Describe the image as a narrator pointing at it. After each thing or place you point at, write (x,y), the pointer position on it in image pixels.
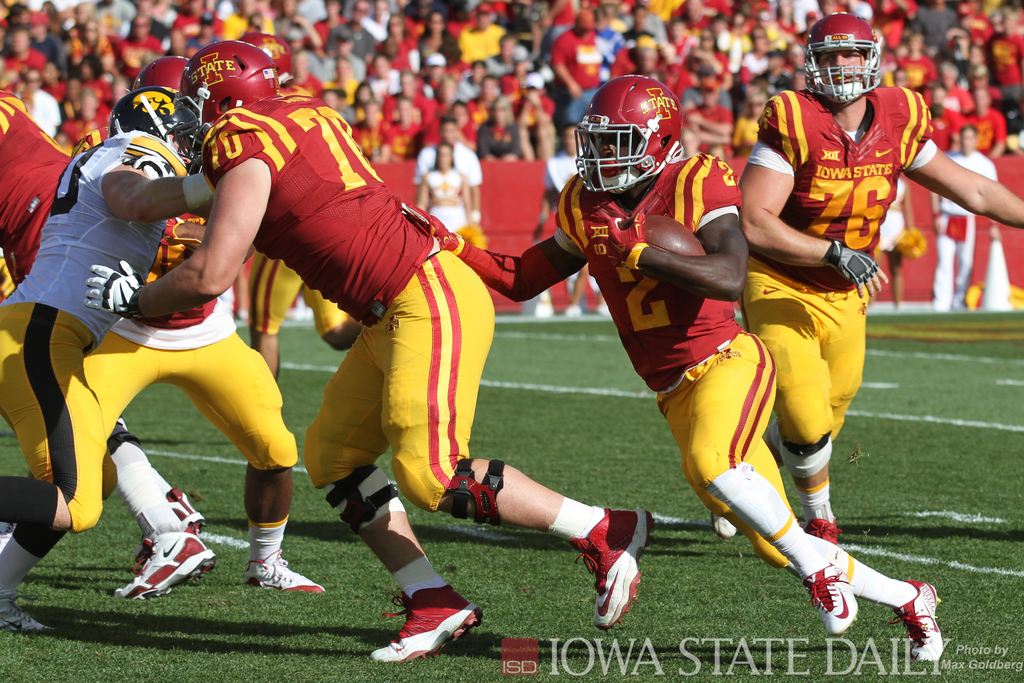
In the center of the image (549,255) we can see persons (656,287) on the grass (95,593). In the background (123,17) we can see crowd (362,24), fencing (1019,232) and grass (541,358).
